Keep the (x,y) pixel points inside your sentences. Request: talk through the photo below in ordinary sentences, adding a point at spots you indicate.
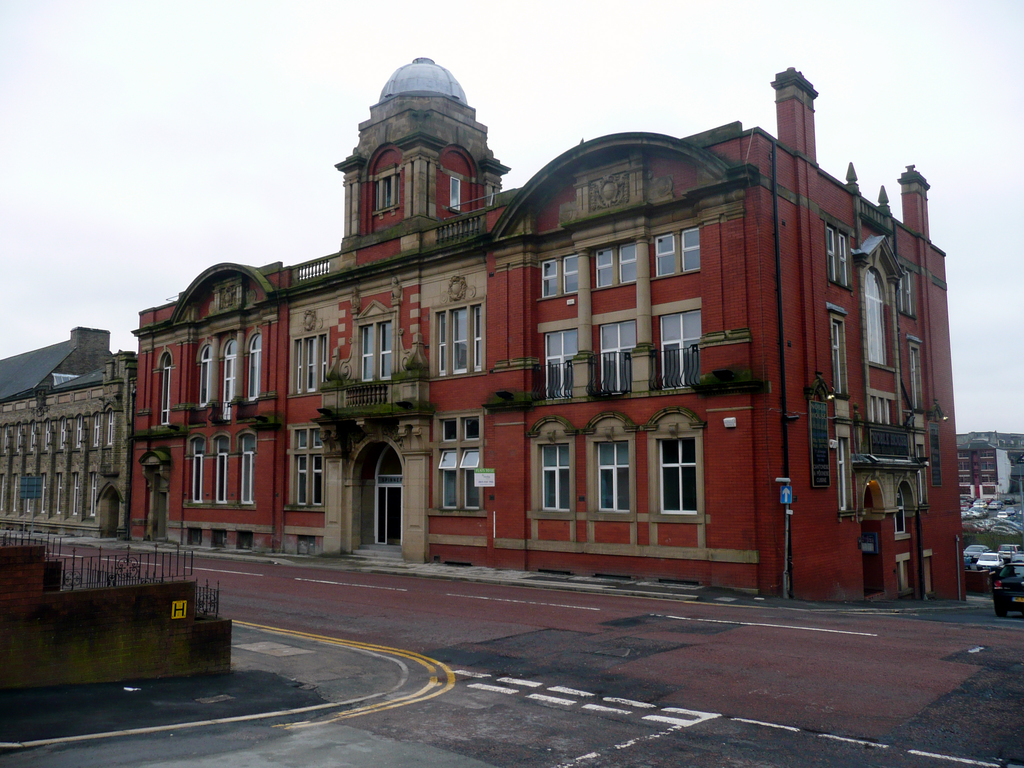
In this image I can see the road (580,685). To the side of the road (496,593) I can see the railing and the buildings (291,407) with windows (470,489). I can see some boards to the building (387,474). In the background (992,559) I can see the vehicles (978,554) and the sky (10,30).
